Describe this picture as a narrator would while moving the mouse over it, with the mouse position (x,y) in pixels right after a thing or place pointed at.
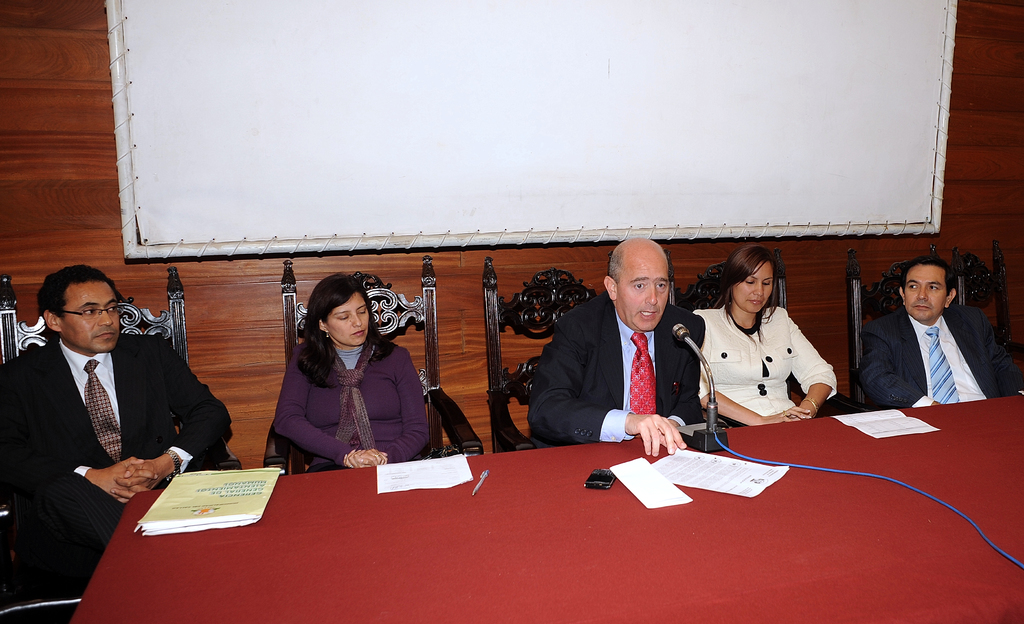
In this picture I can see there are few people (755,325) sitting on the chairs (270,465) and there is a table (819,487) here and in the backdrop (177,48) there is a screen (389,78) and a wooden wall (62,247).
